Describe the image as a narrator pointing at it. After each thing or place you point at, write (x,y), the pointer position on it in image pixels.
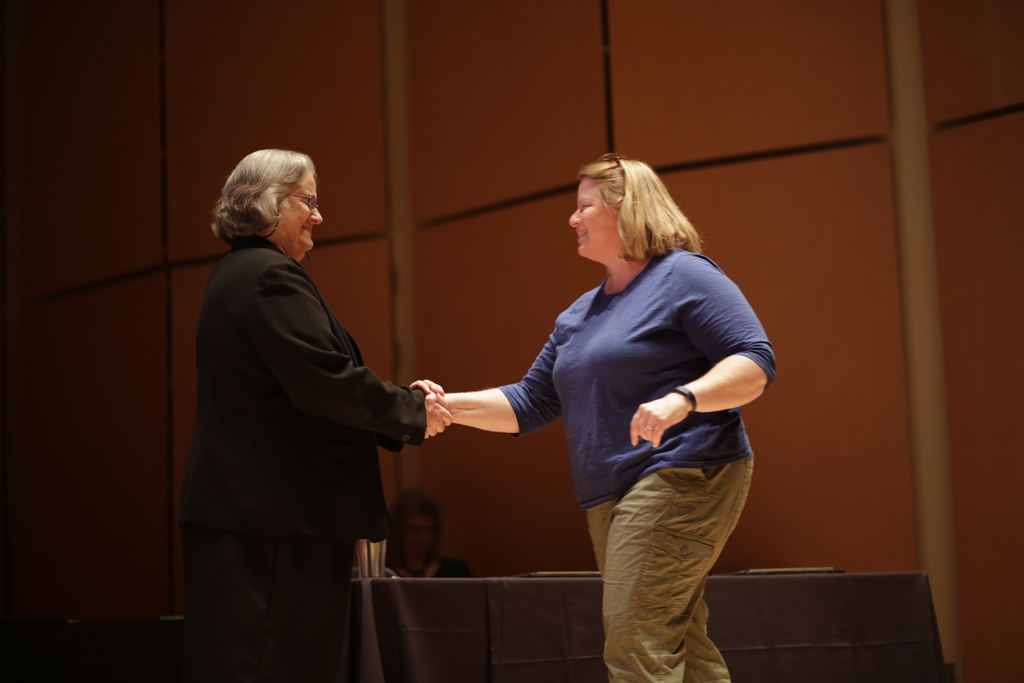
In this image, we can see two persons (328,384) wearing clothes (354,429) and shaking hands (436,409) in front of the table (530,587). In the background (842,228), we can see a wall (189,172).
